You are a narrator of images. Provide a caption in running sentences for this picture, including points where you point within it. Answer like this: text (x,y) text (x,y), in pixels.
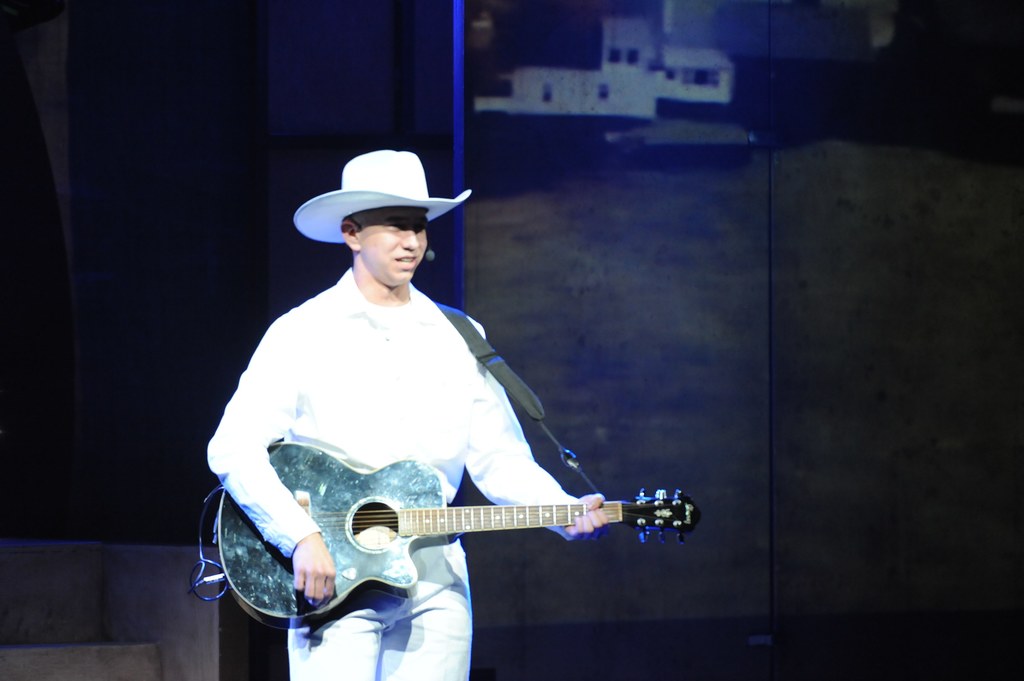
The image contains one person (395,340) is playing the guitar (409,510) and wearing some white shirt (402,410), pant (455,602) and hat (397,177) and background (208,110) is little dark.
